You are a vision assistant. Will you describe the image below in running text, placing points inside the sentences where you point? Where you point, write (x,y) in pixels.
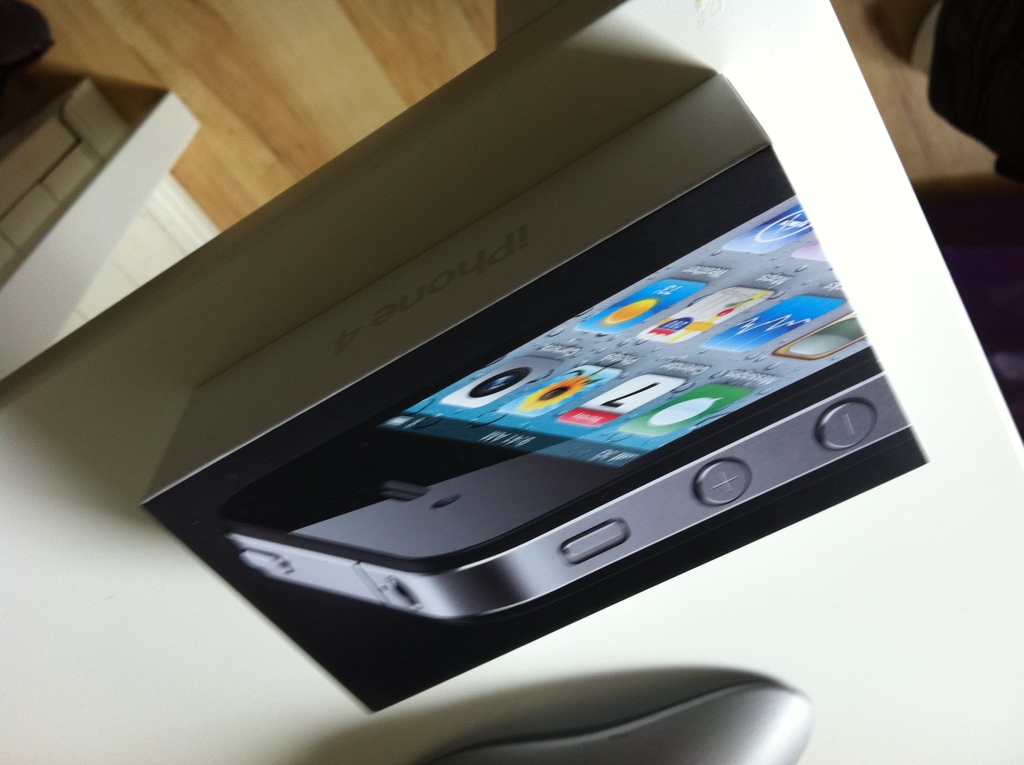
In this picture we can see a table (893,525) here, there is a box (734,426) present on the table (910,561), we can see an iPhone (729,450) on the box (454,264), at the top (340,87) there is floor (251,78).
